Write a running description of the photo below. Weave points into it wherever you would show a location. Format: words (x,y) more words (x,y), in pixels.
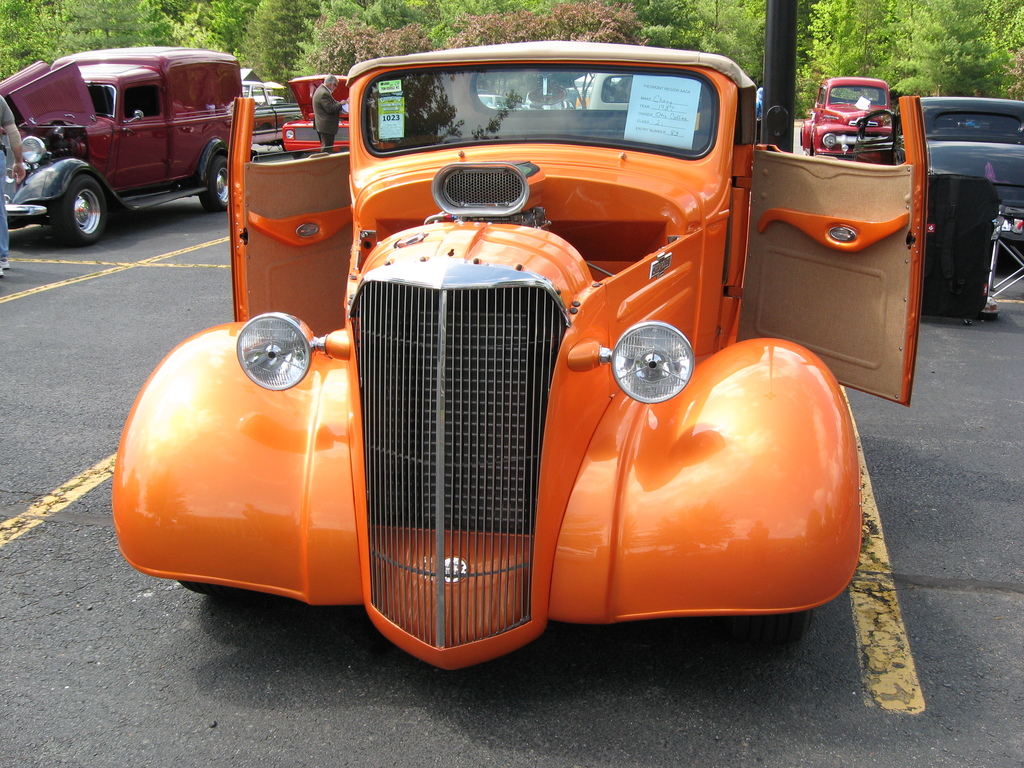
In the foreground of the picture (373,437) on the road (124,597) there is a car (582,312). In the center of the picture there are cars (856,108) people (325,110) and a pole (785,123). In the background (297,24) there are trees (627,35).
